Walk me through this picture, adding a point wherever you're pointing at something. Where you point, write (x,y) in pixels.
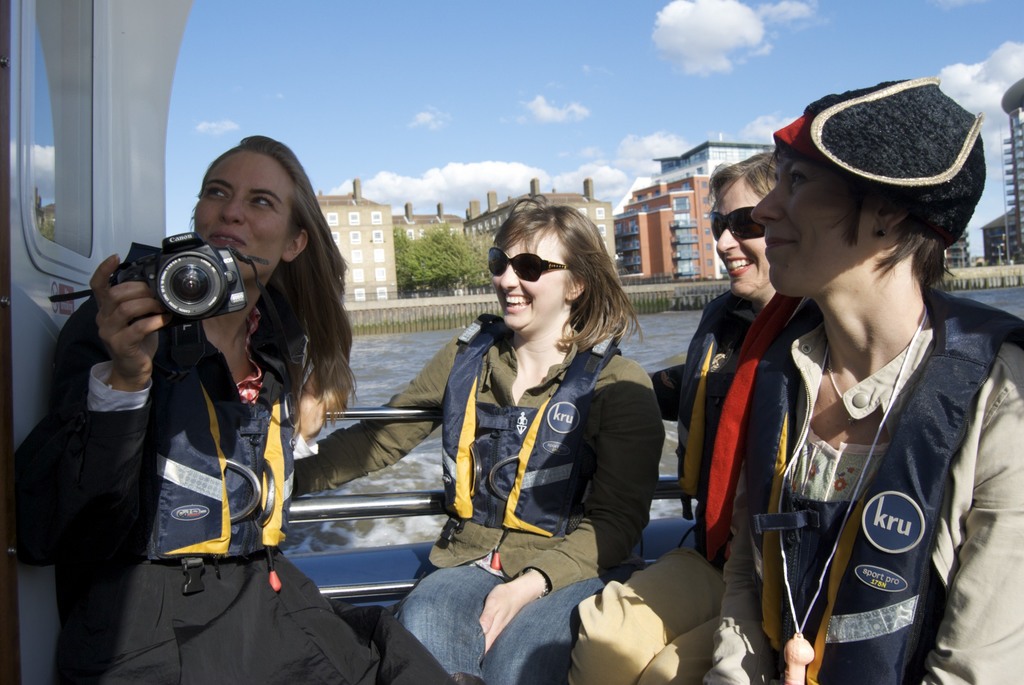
There are few women (446,486) in the ship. On the left (228,409) a woman (222,386) is holding camera (179,308) in her hand (147,346). In the background (438,196) there are buildings (1010,224), trees (453,253), water (383,378), sky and clouds (719,40).
